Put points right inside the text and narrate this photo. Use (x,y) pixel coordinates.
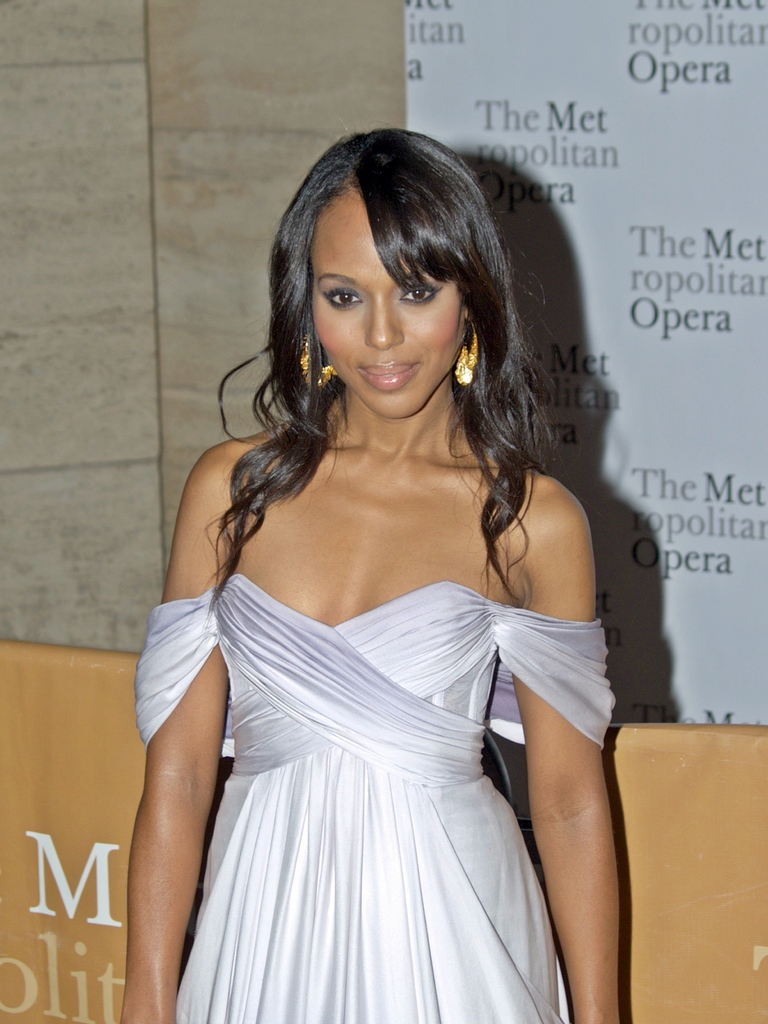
There is a woman (391,711) wearing white dress (397,833) is standing and there is something written on white banner (595,222) behind her.
